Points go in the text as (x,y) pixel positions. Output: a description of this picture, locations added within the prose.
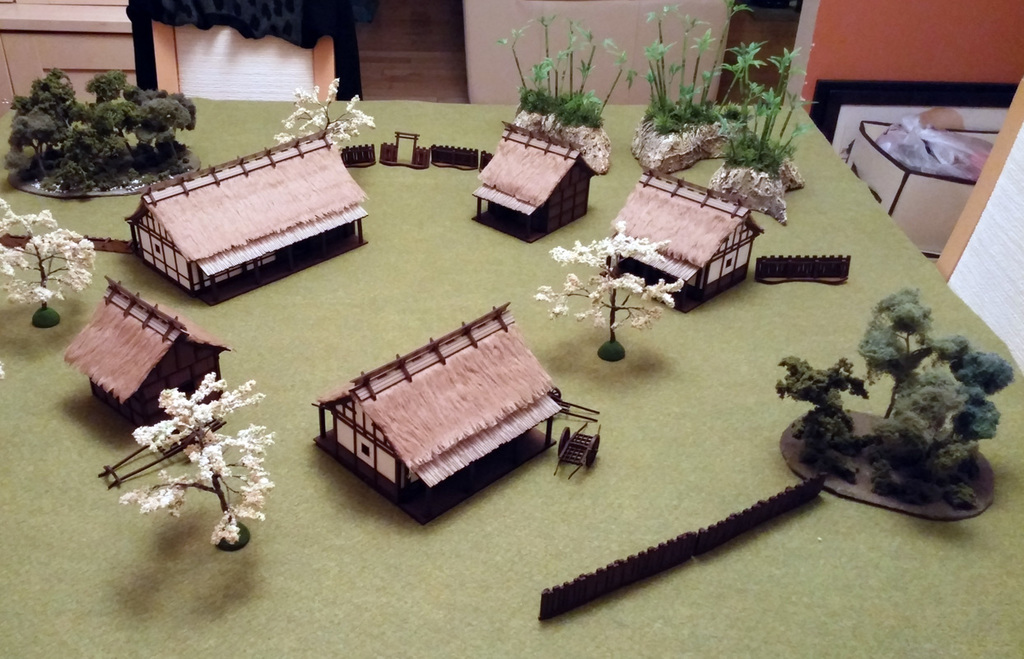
In this image we can see the building models (203,177) of huts (289,212), fence (814,483), cart (594,443), hills (751,174), plants (623,56) and trees (192,448).
